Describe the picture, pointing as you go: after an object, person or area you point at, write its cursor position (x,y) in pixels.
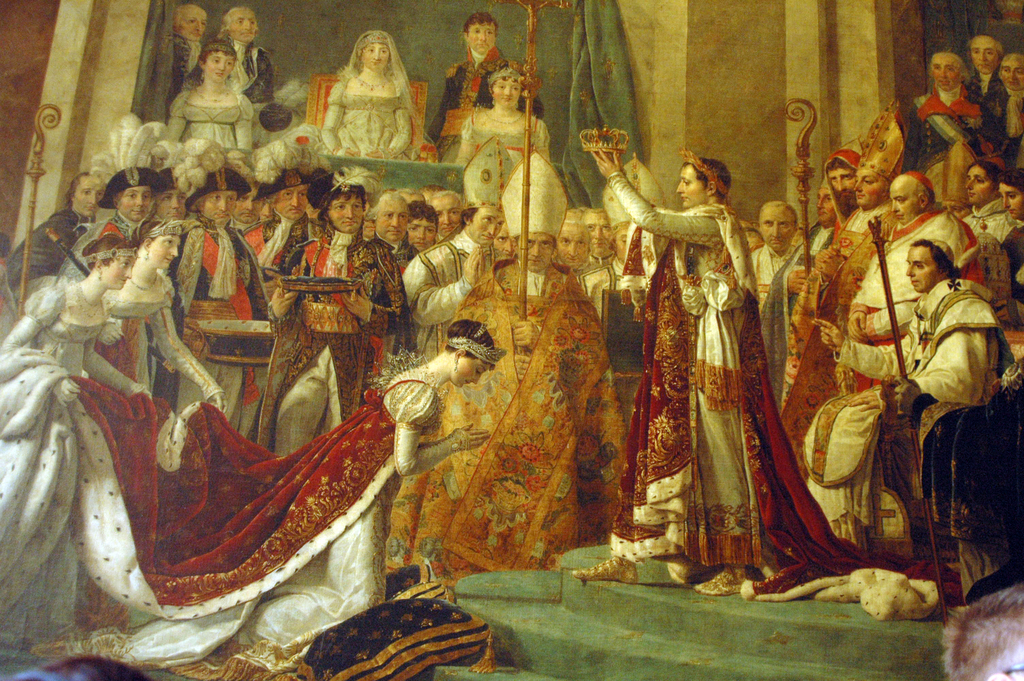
In the image there are depictions of many people (153,242), they are in different costumes (421,319).
